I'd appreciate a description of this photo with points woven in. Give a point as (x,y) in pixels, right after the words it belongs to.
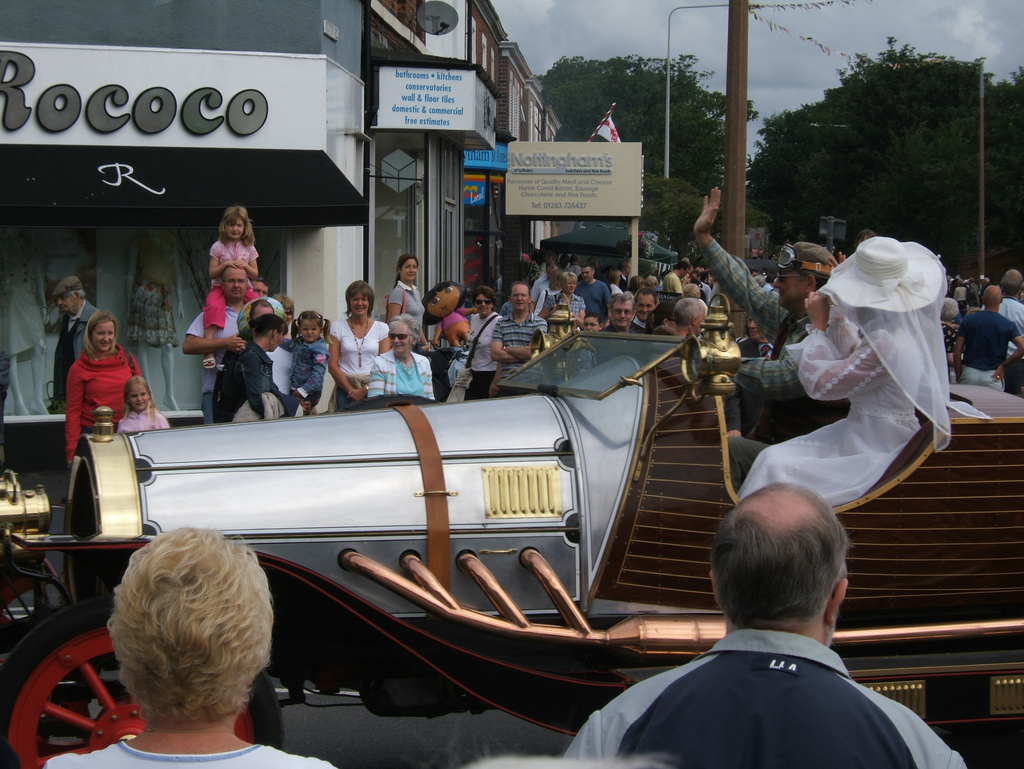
In this image we can see two persons (753,444) are sitting in the vehicle (630,444) which is moving on the road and at the background of the image (650,288) there are some persons (413,324) standing there are buildings (407,154), trees (662,106) and cloudy sky (828,41).
